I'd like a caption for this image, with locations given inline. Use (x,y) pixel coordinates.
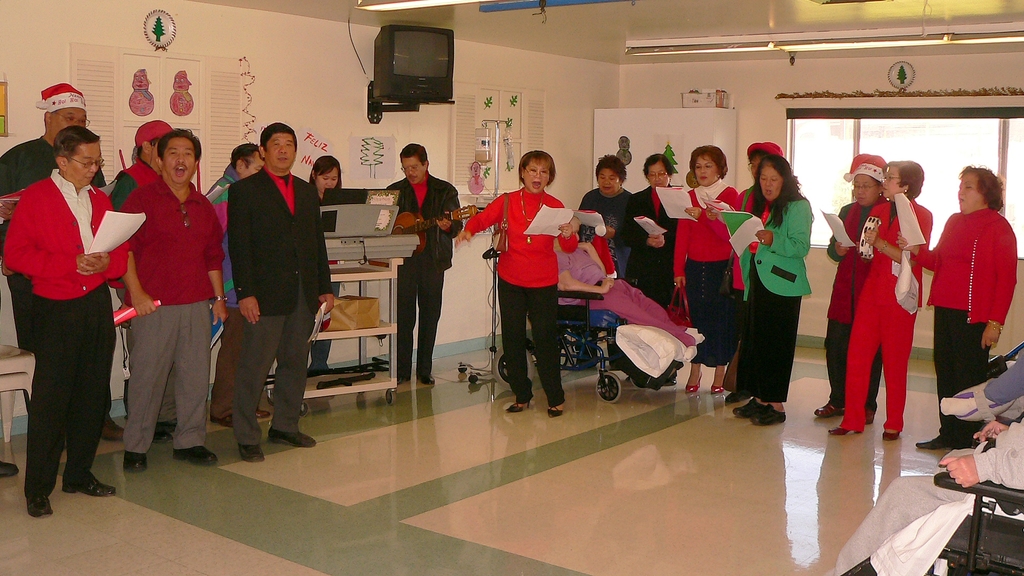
In this image I can see some people (668,290) are inside of the room (578,455), some people (934,488) are sitting on the chairs (988,534) and there are holding papers (911,234) and talking around I can see few objects (395,209), television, tables (382,268), windows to the wall (677,85) and lights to the roof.
